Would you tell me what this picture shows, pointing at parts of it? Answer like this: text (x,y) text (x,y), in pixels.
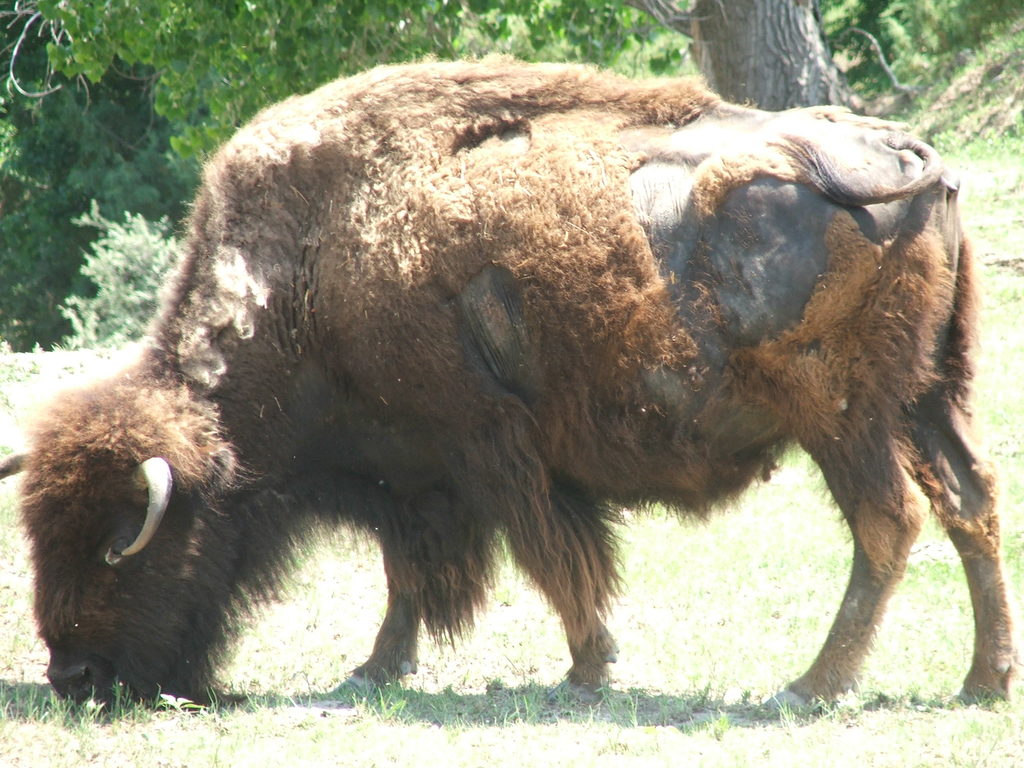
In this image, we can see an animal (577,453) on the grass (864,719). Background (768,54) we can see tree trunk (781,76) and plants (965,51).
